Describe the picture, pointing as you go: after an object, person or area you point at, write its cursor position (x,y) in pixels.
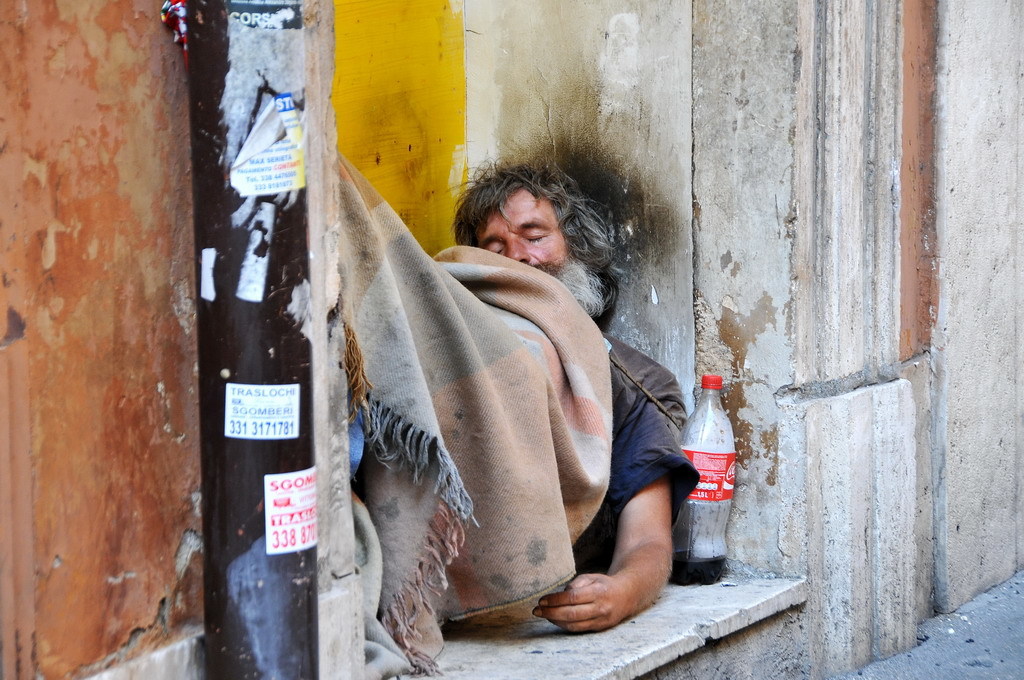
In the center of the picture (645,414) there is a person (634,398) sleeping, on him there is a blanket (427,345). On the left (221,60) there is a pole (211,245) and wall (121,268). On the right (886,215) it is wall (844,421). Beside the person (686,496) there is a bottle (708,526).
